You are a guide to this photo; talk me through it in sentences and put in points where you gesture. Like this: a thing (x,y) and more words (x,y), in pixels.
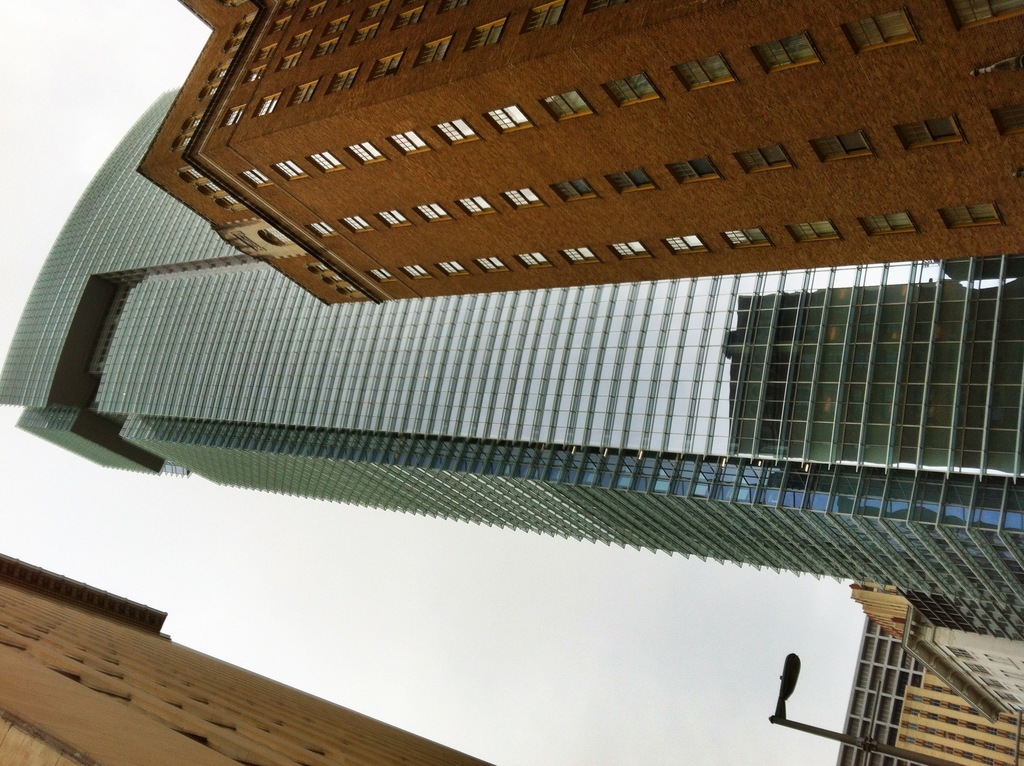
In this image we can see a group of buildings (485,292) with windows (527,297), a street pole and the sky (114,517) which looks cloudy.
